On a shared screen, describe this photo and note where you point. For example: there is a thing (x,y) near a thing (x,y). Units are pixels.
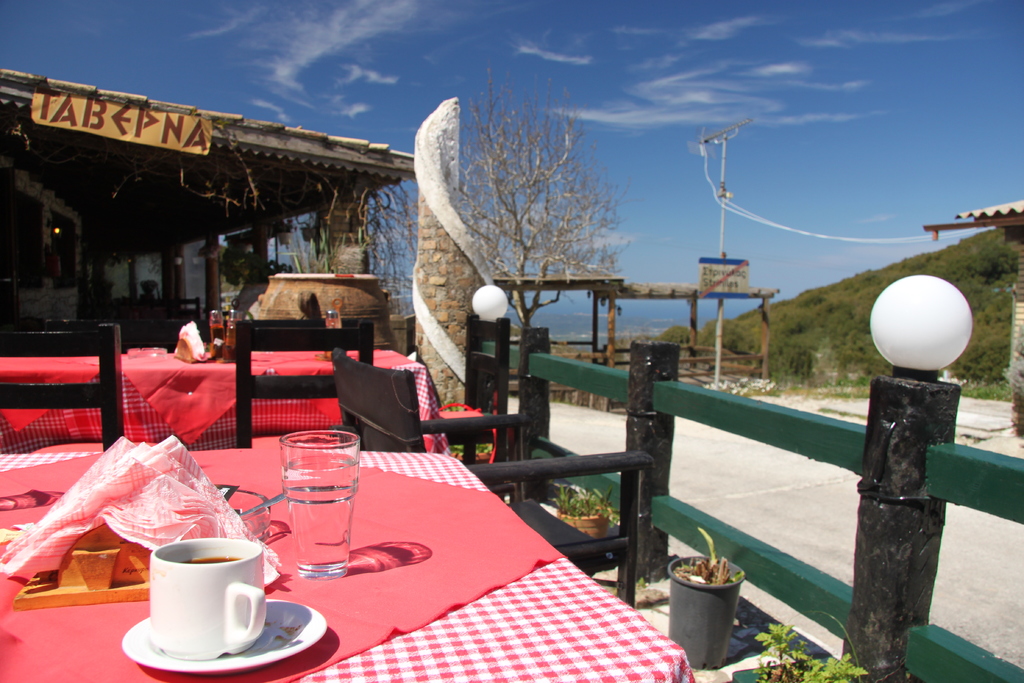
In this image in the middle (343,442) there is a table (481,604) on that there is a glass (337,520), cup (248,596) and saucer (297,631), tissues (164,529) and cloth (457,597). On the right (691,596) there is a lamp (924,357), hill (974,269), plant (759,641) and fence (775,565). In the background (846,171) there are tables (204,375), chairs (248,363), tissues (182,335), trees (409,249), sky (620,209) and clouds (315,55).
